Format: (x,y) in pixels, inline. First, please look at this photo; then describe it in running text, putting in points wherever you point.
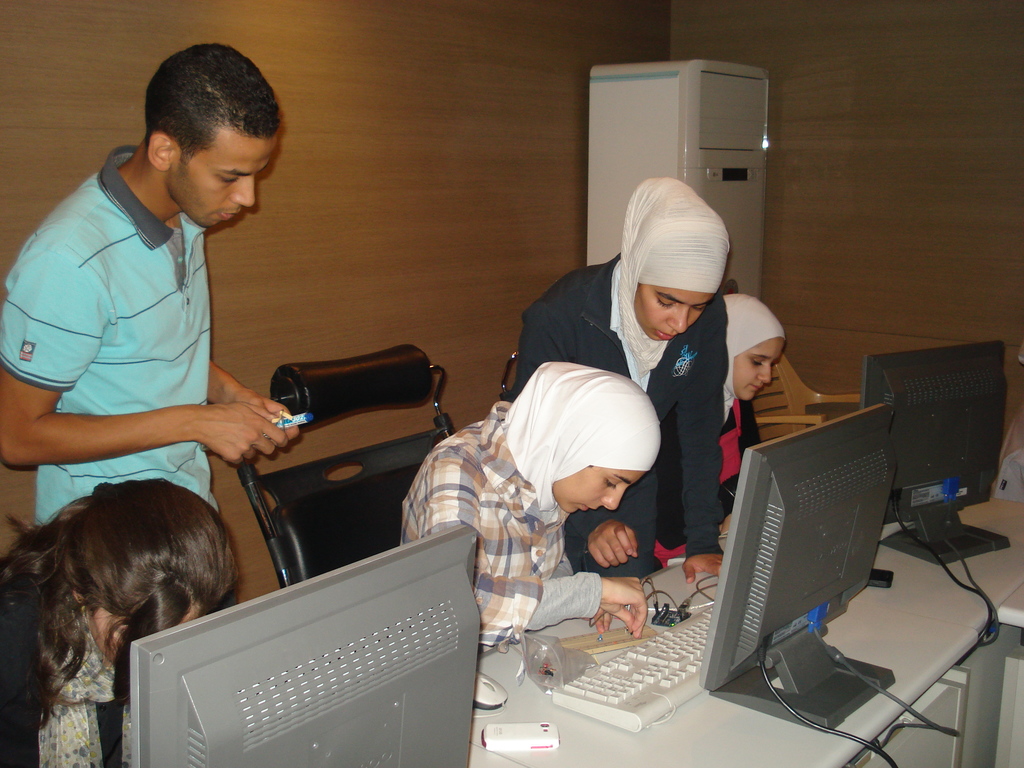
On the background (437,158) we can see a wall (846,163) and a machine (742,204). Here we can see few persons (414,478) standing and sitting on chairs (790,378) in front of a table (1010,625) and on the table (713,711) we can see monitors (742,634), keyboard (675,656). We can see a man (105,296) with blue shirt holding a marker (313,415) in his hand (278,438).
